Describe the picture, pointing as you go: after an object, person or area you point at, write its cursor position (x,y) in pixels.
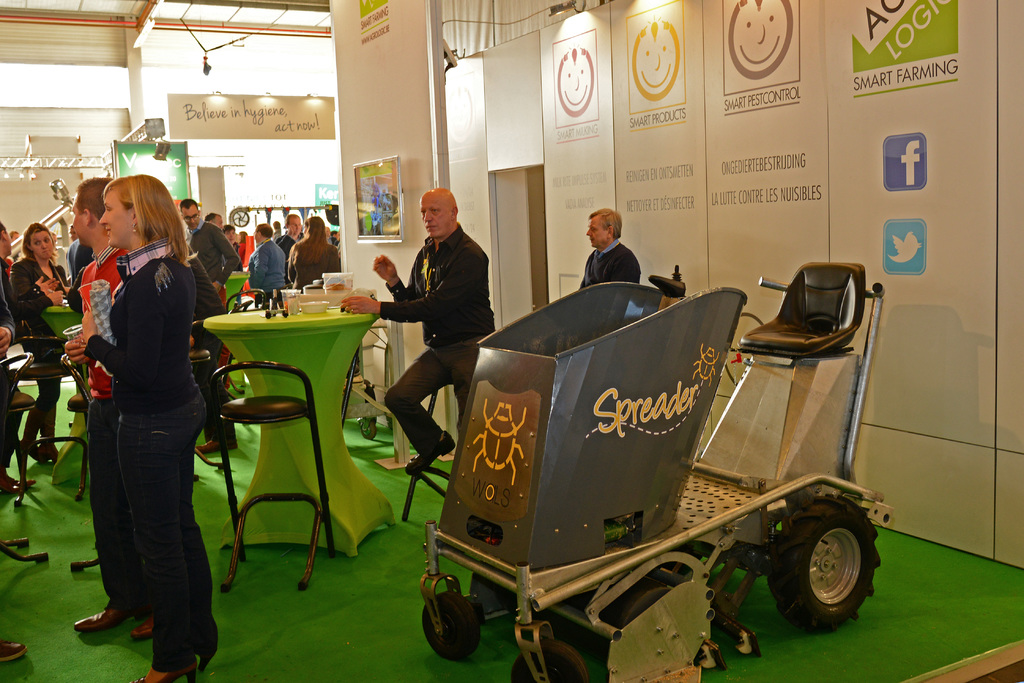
There are many people (128,440) Standing and sitting in the chairs (312,403) in front of tables (260,333). There are some food items (327,302) on the table (295,446). We can observe a vehicle (658,511) here. In the background (939,127), there is a wall (478,97) and some lights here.
